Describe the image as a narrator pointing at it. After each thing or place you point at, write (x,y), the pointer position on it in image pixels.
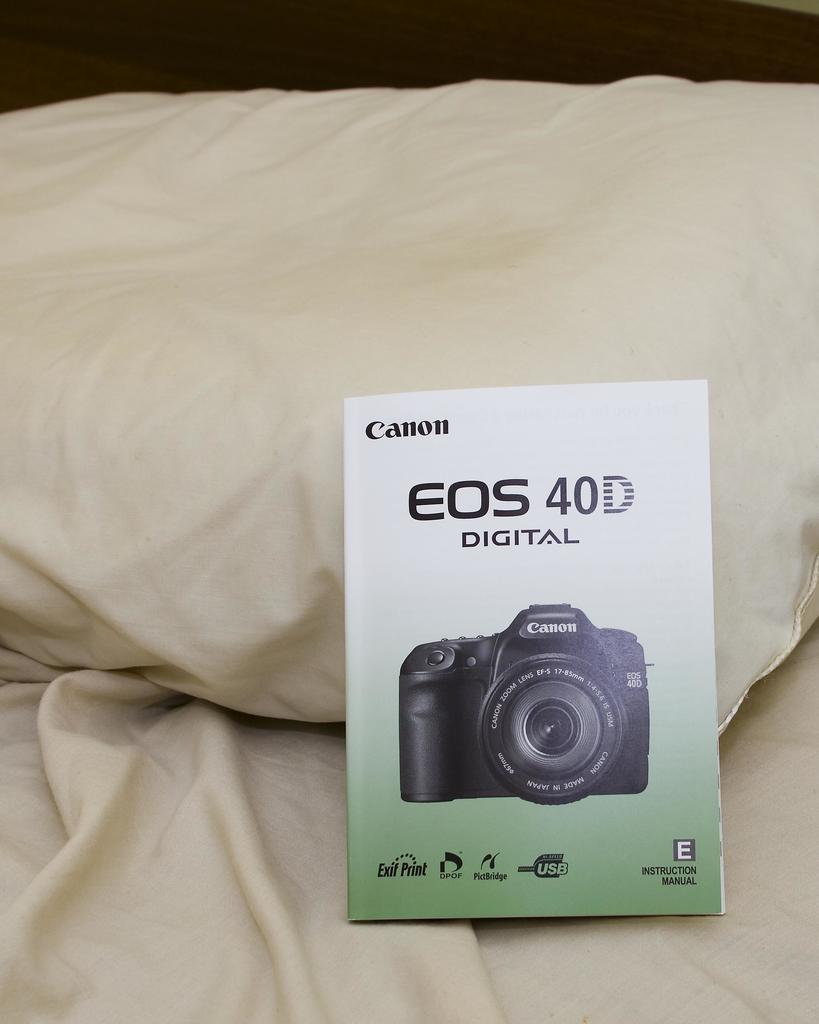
In this picture we can see a poster (528,732) with the camera (487,677). This is the pillow (217,331). And this is the cloth (178,847).
